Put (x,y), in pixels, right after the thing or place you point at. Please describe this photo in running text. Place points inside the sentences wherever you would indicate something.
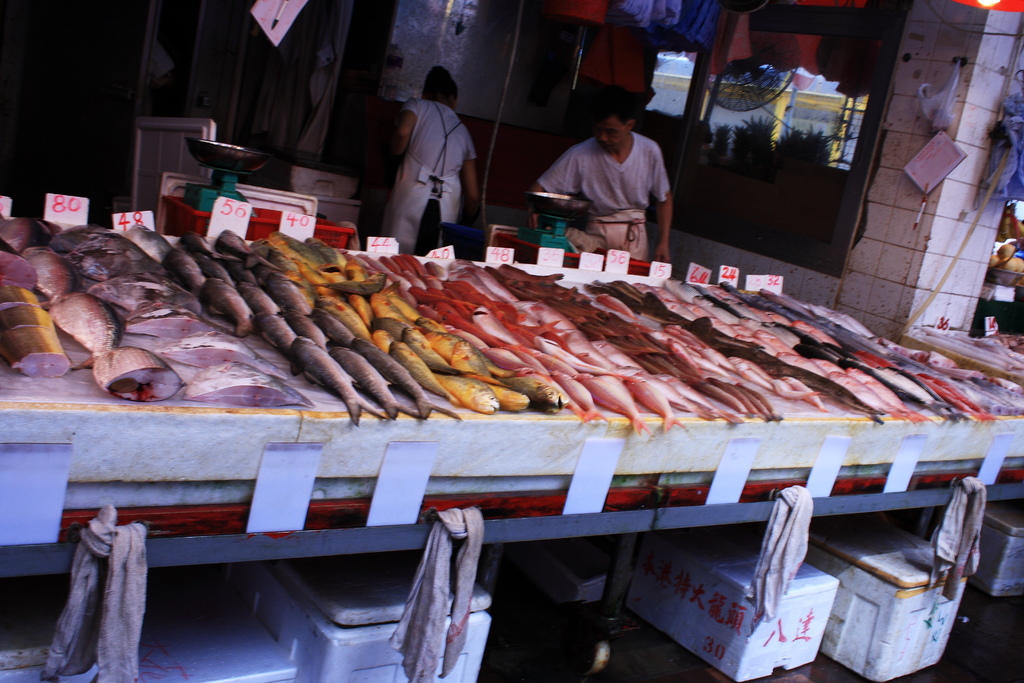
In this image I can see the table (248,479) and on the table (213,443) I can see number of fishes (242,332) which are orange, black, cream and yellow in color. Below the table (619,619) I can see few white colored boxes (372,648). In the background (547,241) I can see two weighing machines (560,239), two persons (427,169) wearing white colored dresses (424,148) are standing, few trees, the wall (862,241), few objects (954,265) hanged to the wall (472,70) and few clothes (680,14) which are blue and red in color.
